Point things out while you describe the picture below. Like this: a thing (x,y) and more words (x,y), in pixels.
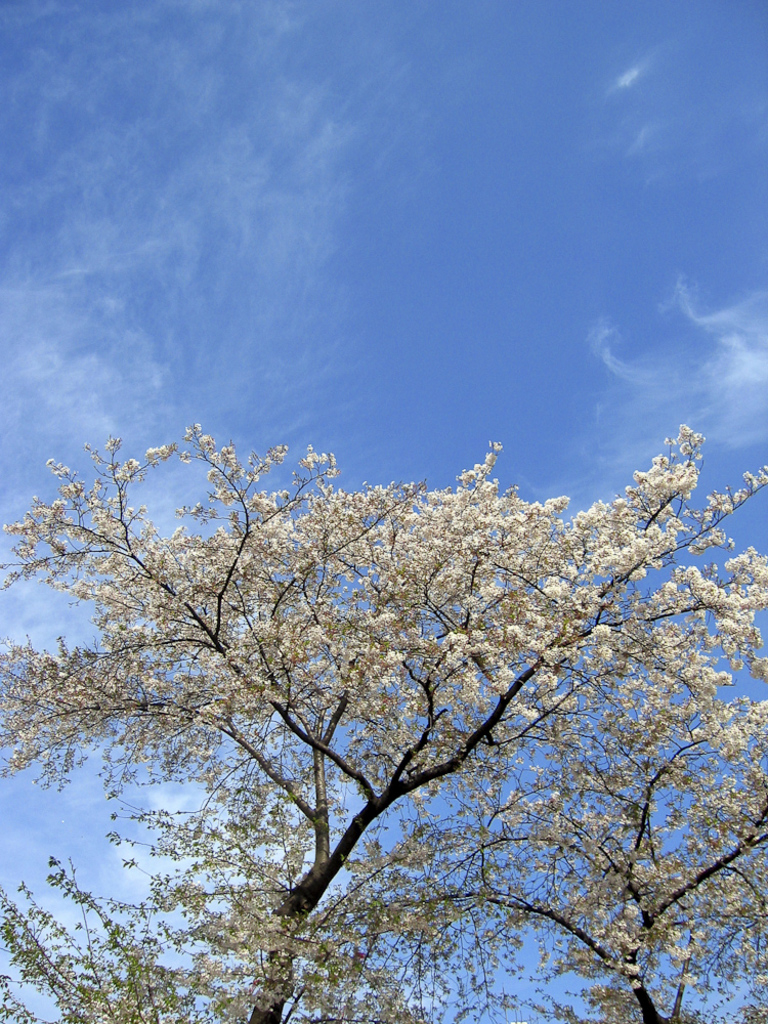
In this image we can see a tree (341,676), and white flowers (341,666) on it, at above here is the sky (307,243), it is in blue color.
